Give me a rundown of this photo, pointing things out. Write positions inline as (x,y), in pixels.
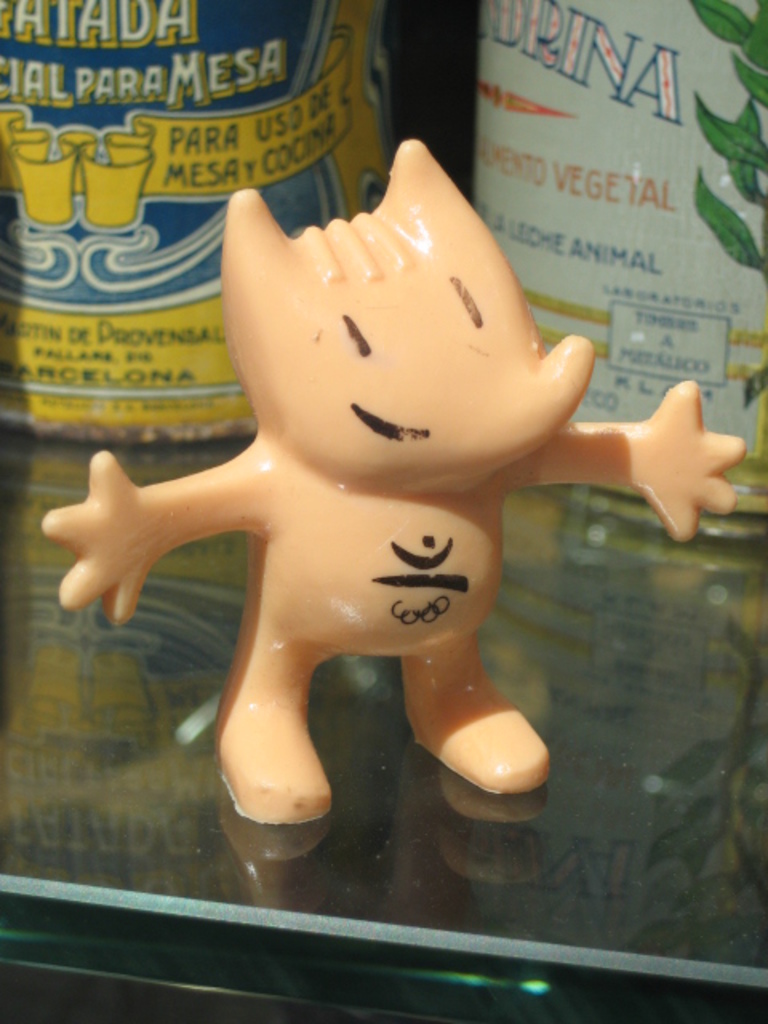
In this image we can see a toy (377,466) on the table (19,718) and in the background (356,110) there are some objects (349,104) and text (185,81) written on them.
